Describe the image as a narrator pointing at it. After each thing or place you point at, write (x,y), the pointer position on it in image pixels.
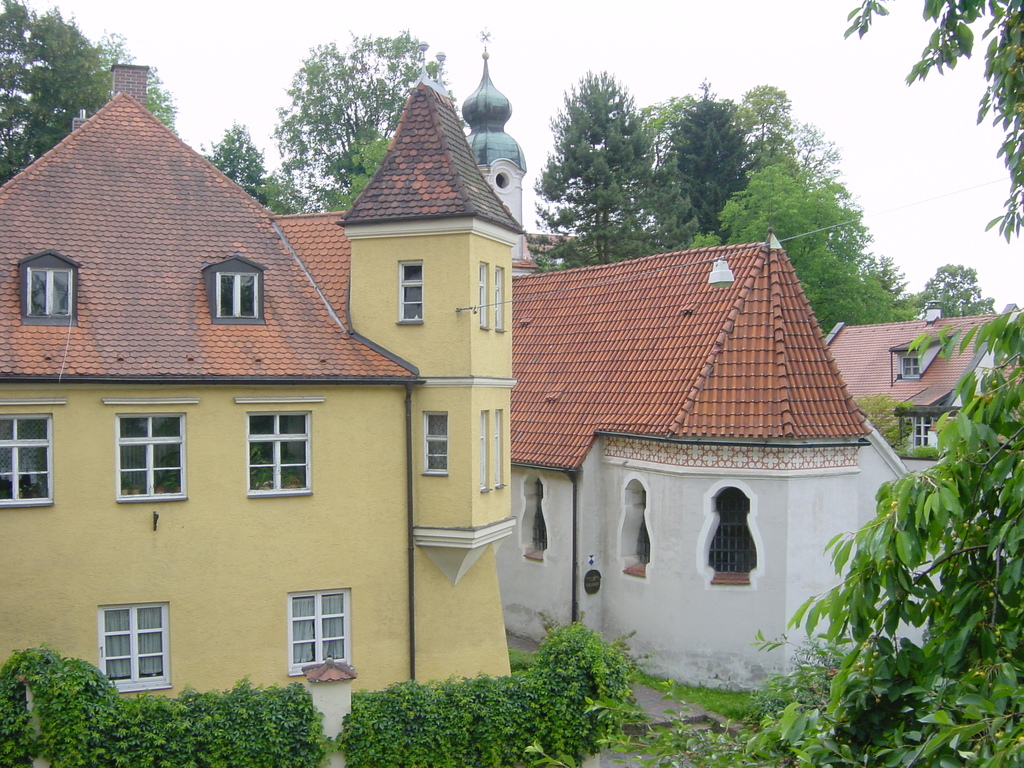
In this image, there are a few houses (750,305), trees (605,240), plants (541,683). We can see the ground (641,730) and the sky (861,54).
